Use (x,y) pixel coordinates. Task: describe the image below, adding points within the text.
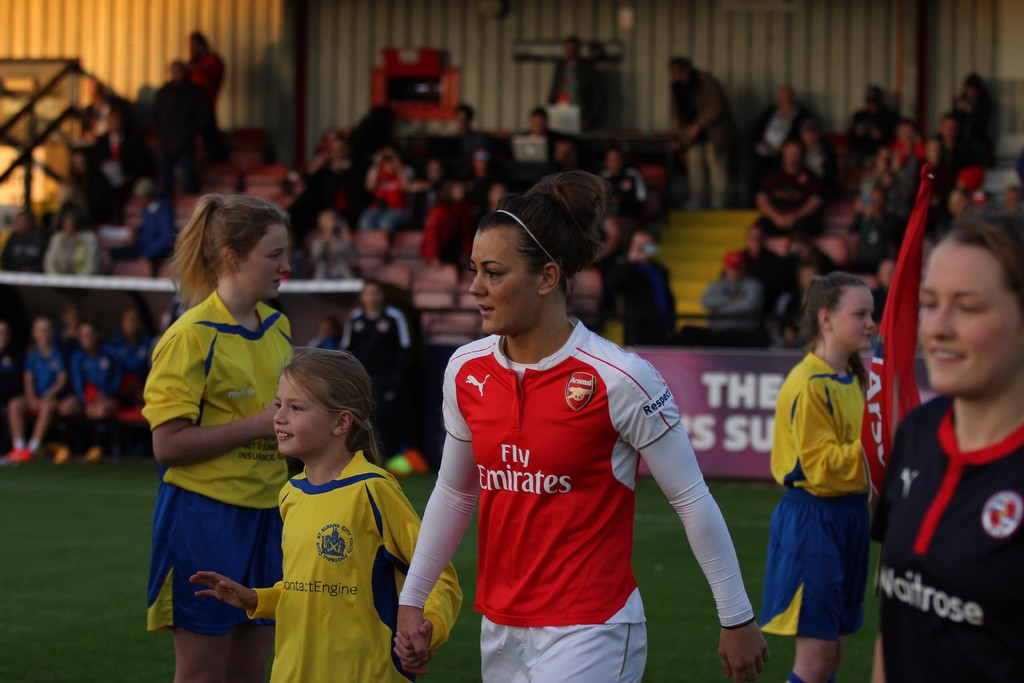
In this picture there are people (952,572), among them there is a person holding a flag (891,409) and we can see grass (755,486). In the background of the image (670,147) it is blurry and we can see people (343,191) and hoarding (758,462).
